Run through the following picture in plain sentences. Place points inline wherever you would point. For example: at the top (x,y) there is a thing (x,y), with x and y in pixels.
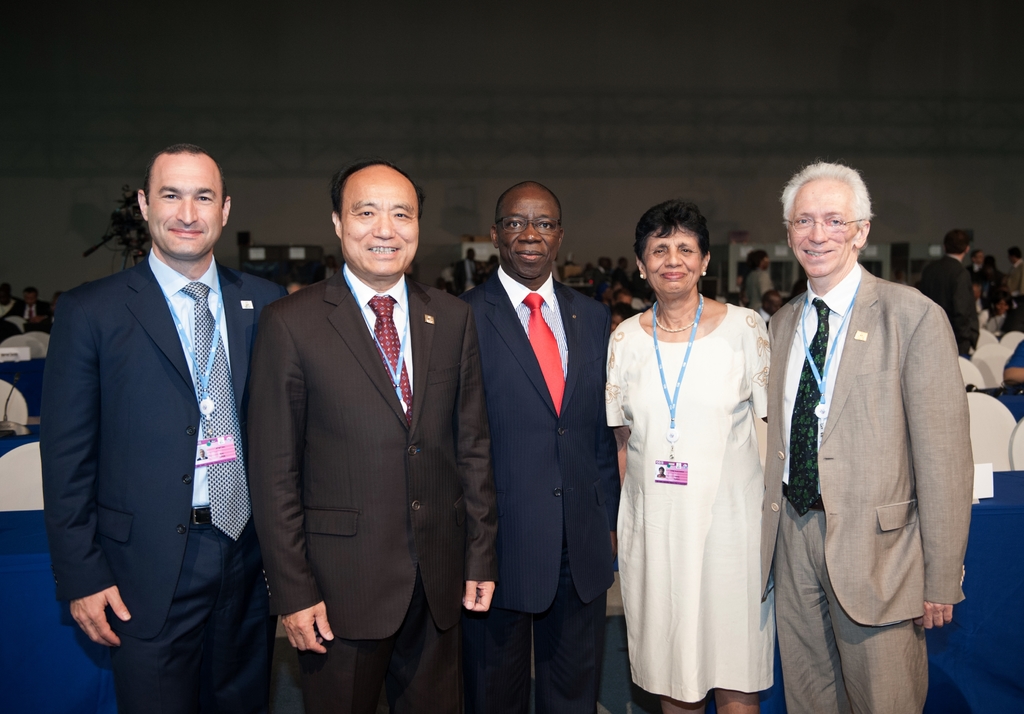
This picture seems to be clicked inside the hall (148,89). In the foreground (454,483) we can see the group of men (480,328) wearing suits (846,366), smiling and standing on the floor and we can see a woman (679,233) wearing a dress (708,411), smiling and standing on the floor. In the center (559,267) we can see the group of people (589,281) sitting on the chairs (982,353) and we can see the group of people (764,259) seems to be standing and we can see the chairs (968,378), tables (1018,400). In the left corner (10,400) we can see a microphone (21,428) is placed on the top of the table (35,435). In the background (372,142) we can see the wall (629,139) and some other objects (318,258).
